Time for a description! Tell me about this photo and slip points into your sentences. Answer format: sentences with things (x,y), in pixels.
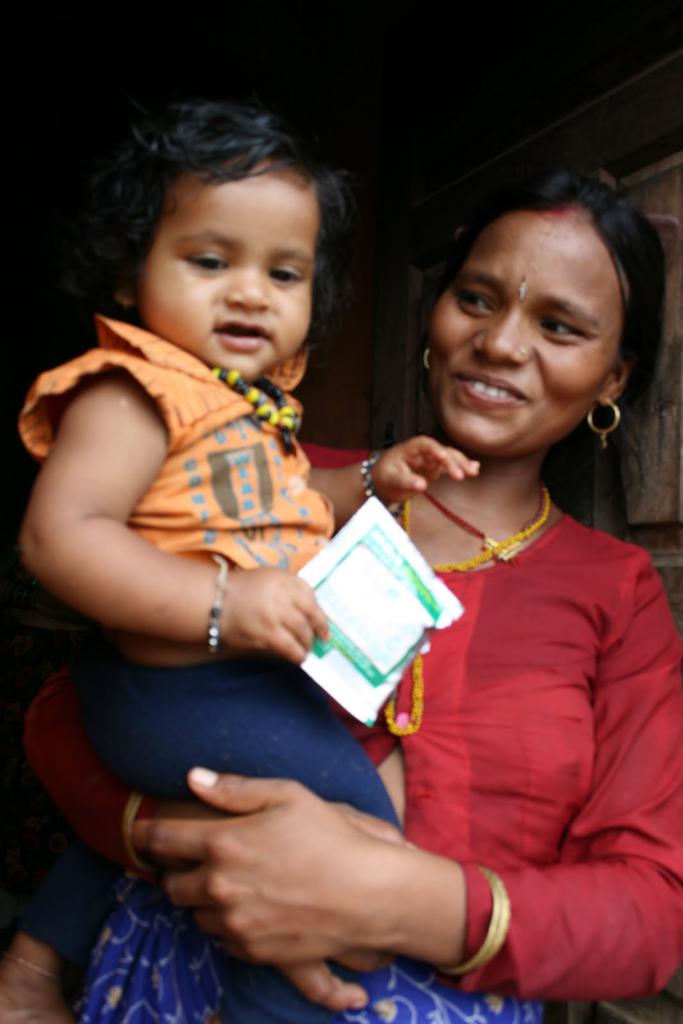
There is one woman (465,636) holding a baby (200,560) as we can see in the middle of this image (271,570), and the baby (226,659) is holding a white color object (350,608).
